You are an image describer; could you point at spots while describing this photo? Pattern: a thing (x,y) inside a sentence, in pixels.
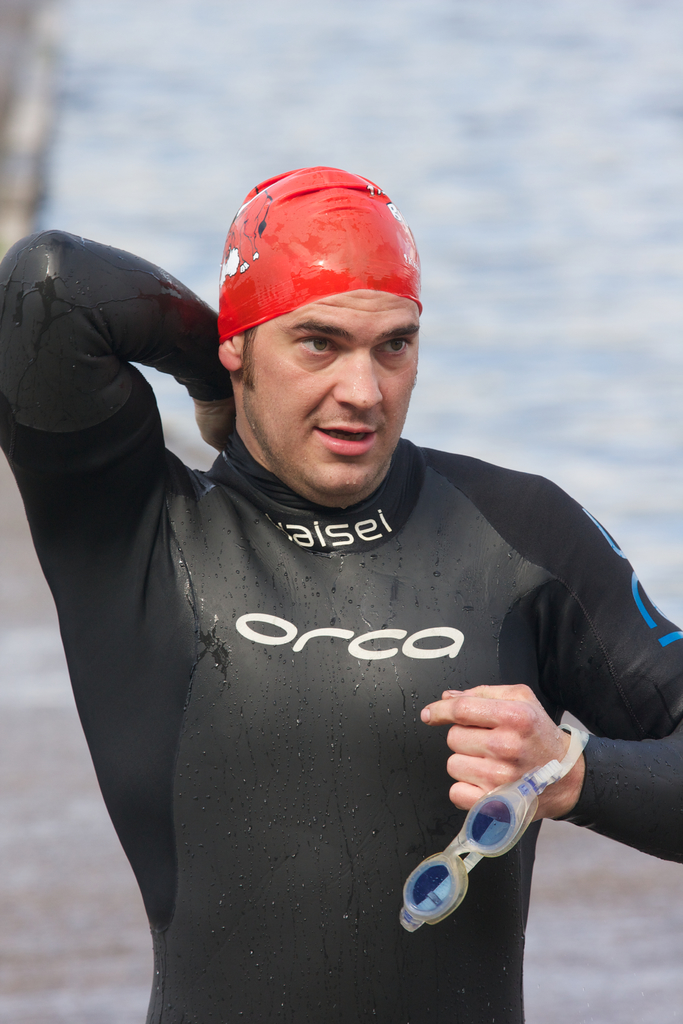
In this picture I can observe a person (248,703) wearing black color swimsuit (330,626) and red color cap (282,255) on his head (296,297). In the background (451,87) I can observe water (439,150).
